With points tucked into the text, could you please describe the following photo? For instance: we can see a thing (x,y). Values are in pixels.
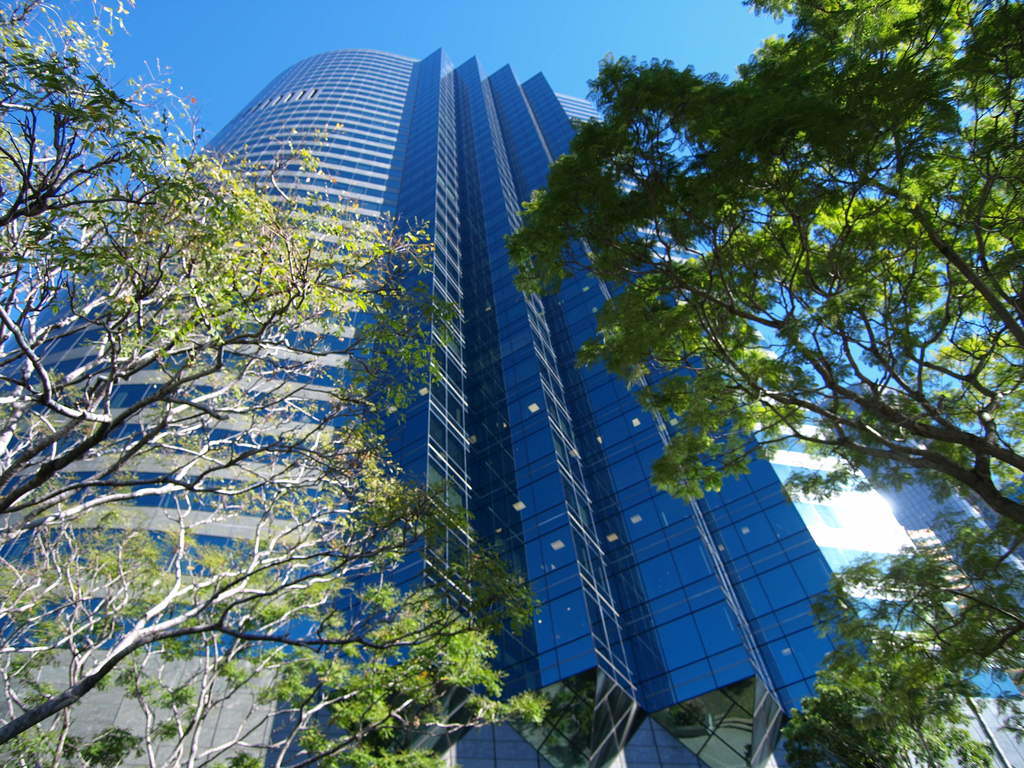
In this image we can see a building (507,495) and there are trees (805,484). In the background (518,40) there is sky (507,48).
